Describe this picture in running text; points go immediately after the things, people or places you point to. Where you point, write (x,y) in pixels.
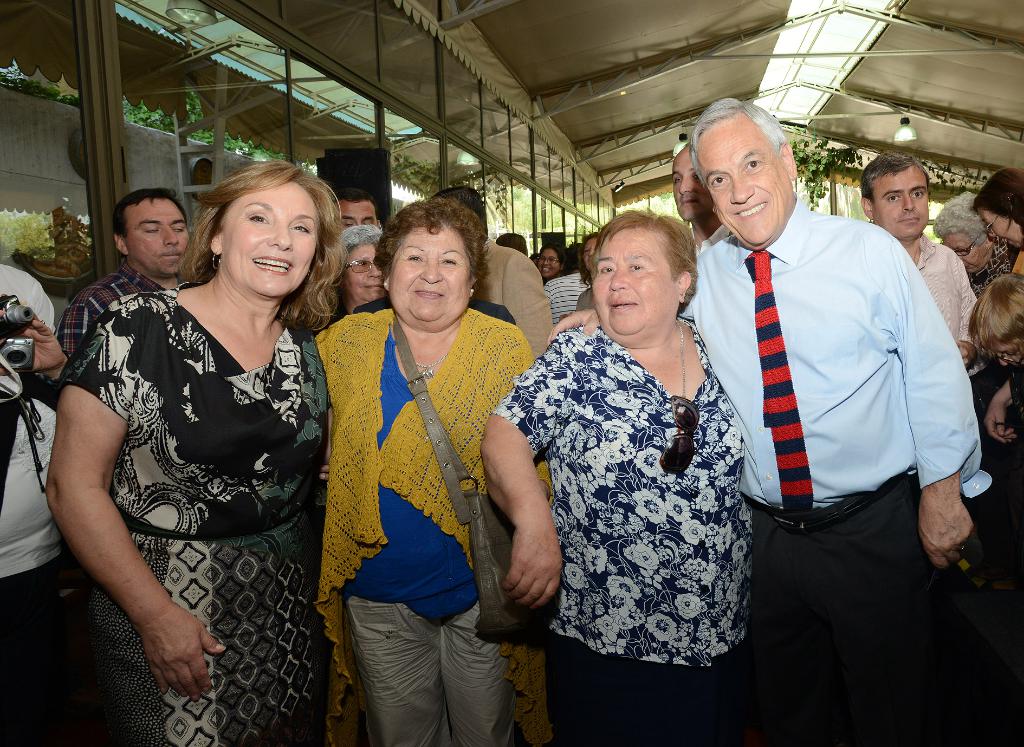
In this image there is a group of people (414,462) standing with a smile on their face (418,300), behind them there are a group of people (953,264), on the left of the image (28,295) there is a person (22,333) holding a camera (22,357), in the background of the image (750,62) there is a tent (566,76) supported with metal rods (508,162), on the tent (633,185) there is a lamp (913,133) and leaves (810,165). In the background of the image (392,167) there is glass windows (411,134), on the other side of the glass windows (221,148) there are plants (148,121).
